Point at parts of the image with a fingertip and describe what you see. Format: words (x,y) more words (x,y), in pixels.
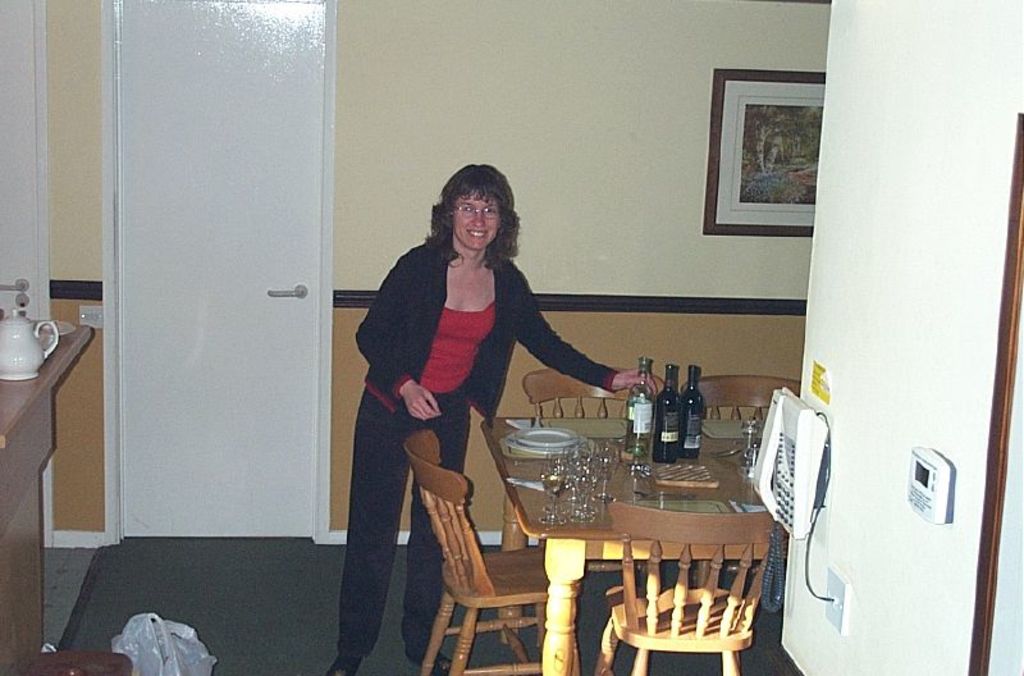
In this picture we see woman (424,359) in red and black shirt (416,351) is holding wine bottle (630,434) in her hand (633,380). She's even wearing spectacles (474,213) and she is laughing. Beside her, we see a table (532,517) on which three glass bottles (648,426), glasses (552,468), and plates (549,445) are placed on it. Around this table (498,469), we see four chairs (570,390). Beside that, we see a white wall (916,438) on which landline mobile (785,463) is placed on it. Behind woman (437,252), we see a yellow wall (565,147) on which a photo frame (808,149) is placed and beside that, we see a white door (245,238) and beside the door (245,218), we see a table (29,401) on which we see a white teapot (2,347).
